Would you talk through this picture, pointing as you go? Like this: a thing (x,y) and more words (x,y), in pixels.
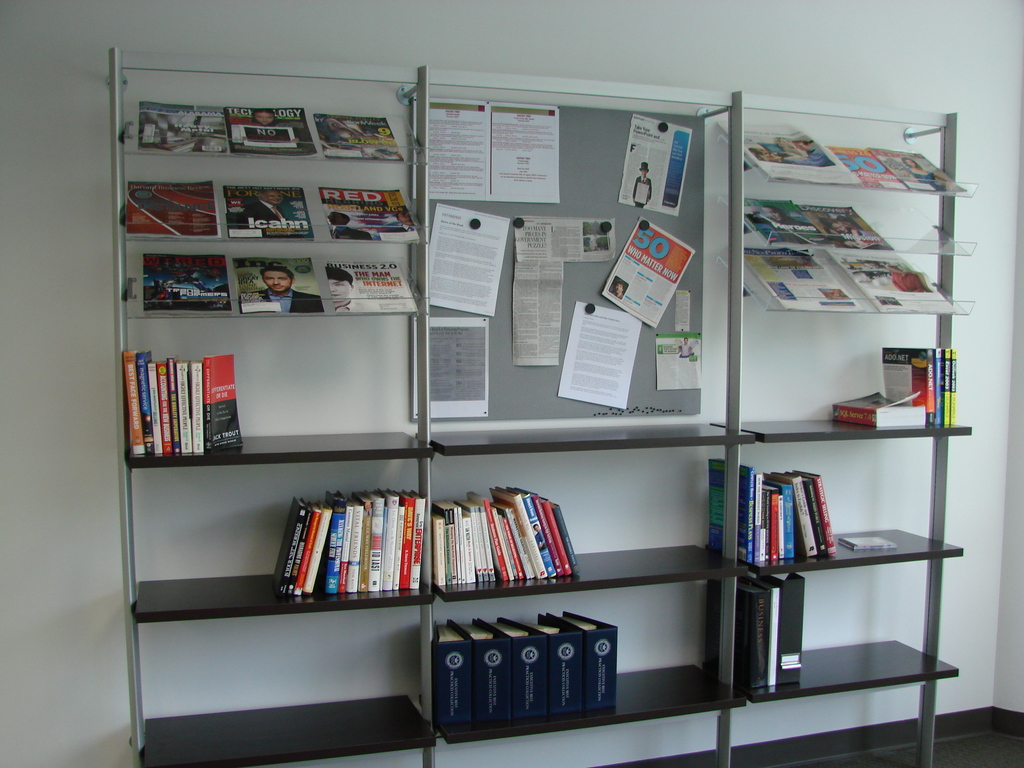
In the image I can see a shelf (490,433). On the shelf (347,439) I can see books (450,528) and some other objects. I can also see a grey color board (494,350) attached to a white color wall (837,603). On the board (591,298) I can see papers (580,306).
